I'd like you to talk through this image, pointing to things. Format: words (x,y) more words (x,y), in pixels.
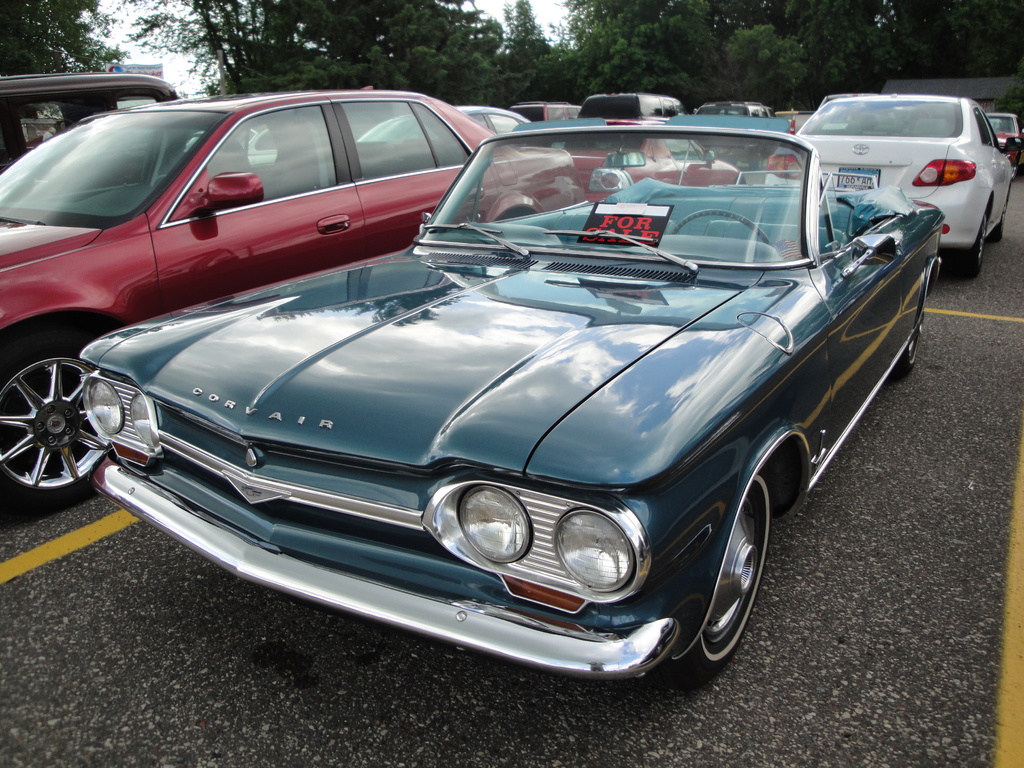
In this image we can see so many cars (685,251) on the road (906,610). At the top of the image (536,57), we can see the sky (153,41) and trees (468,54).
